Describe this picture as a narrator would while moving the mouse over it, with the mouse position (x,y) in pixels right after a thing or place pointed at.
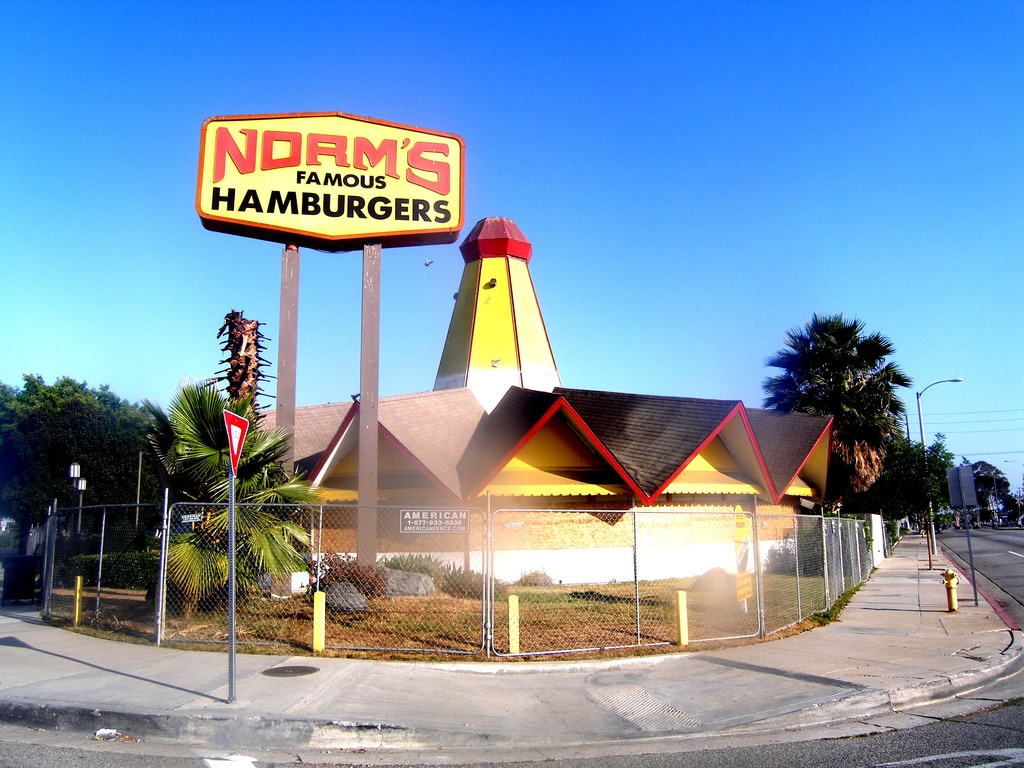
In this picture we can see the road (853,759), footpath (819,708), signboard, poles (934,531), trees (876,508), wires (1009,410), fence (790,556), house (633,497) and in the background (166,226) we can see the sky (671,150).
